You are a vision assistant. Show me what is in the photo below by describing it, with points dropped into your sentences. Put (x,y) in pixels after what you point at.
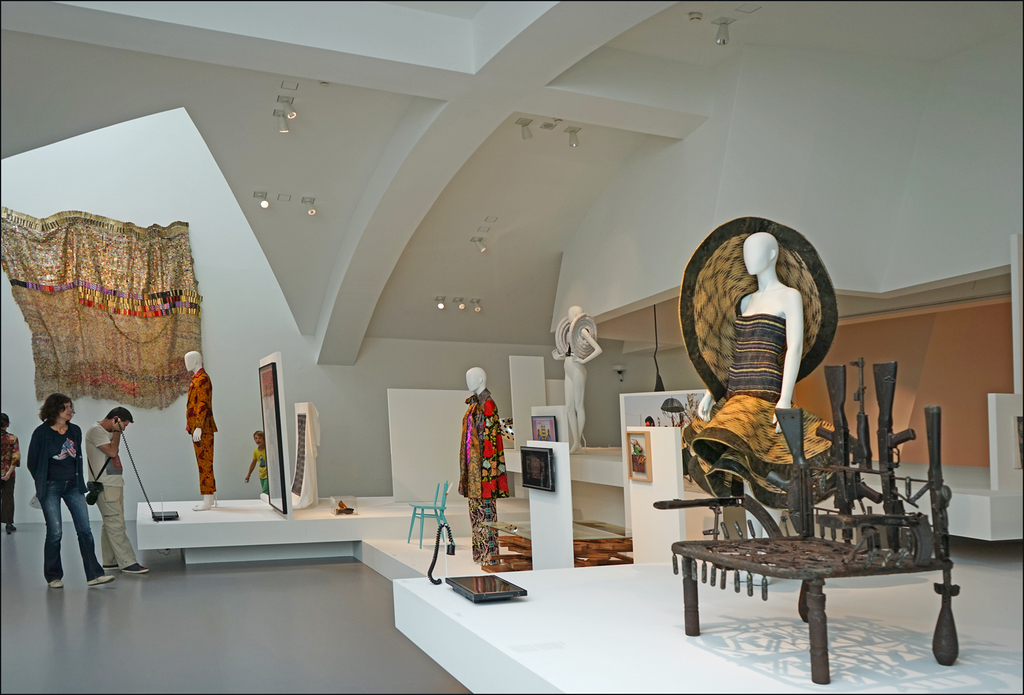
In this picture there are some people (98,457) standing here and some statues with different types of clothes (480,402).
